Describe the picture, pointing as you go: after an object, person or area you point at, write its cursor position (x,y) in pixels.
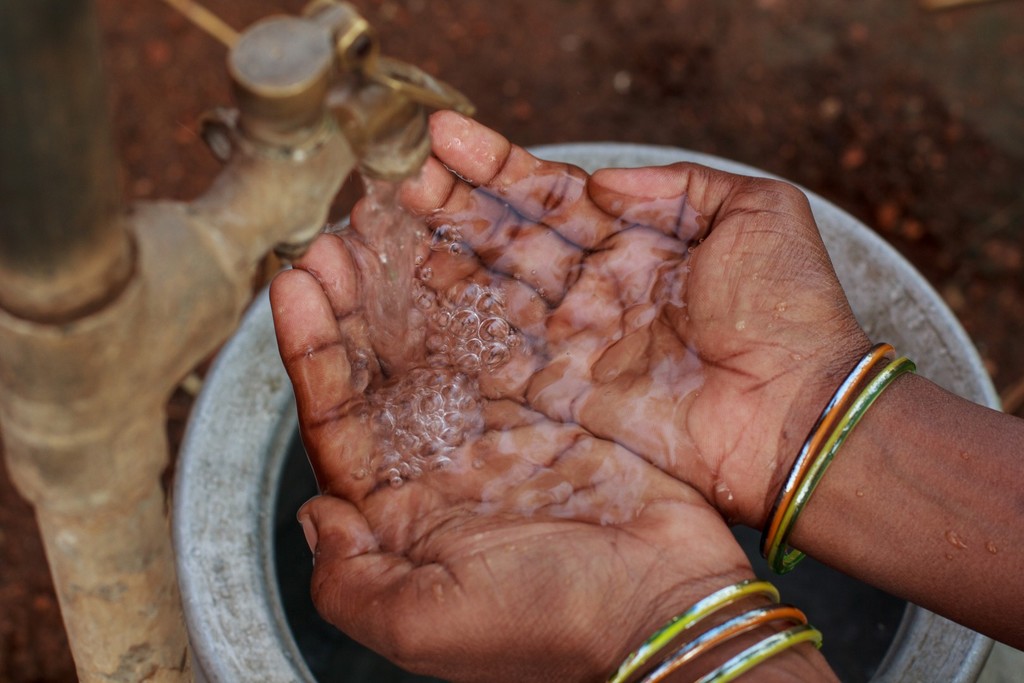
We can see tap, rod (101,563), water (633,285) and person hands (650,370), under the hands (729,327) we can see container (974,665).
